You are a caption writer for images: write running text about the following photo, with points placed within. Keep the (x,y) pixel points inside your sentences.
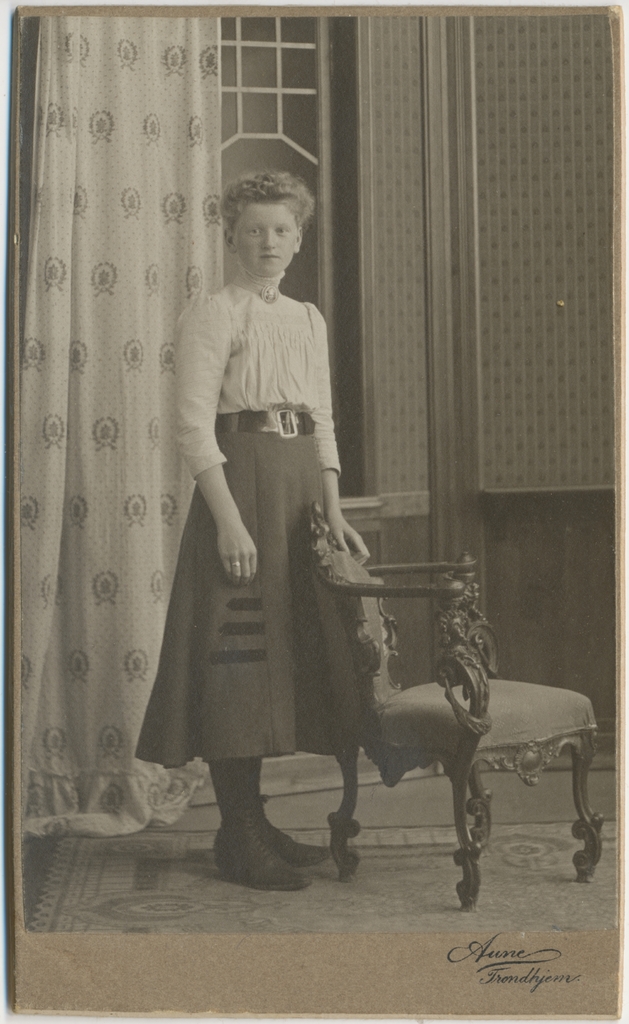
This is a black and white photography. In this photograph we can see a person (298,660) standing on the floor (213,825) by holding a chair (356,613). In the background (157,178) there are curtains (170,169) to the windows (280,144).
